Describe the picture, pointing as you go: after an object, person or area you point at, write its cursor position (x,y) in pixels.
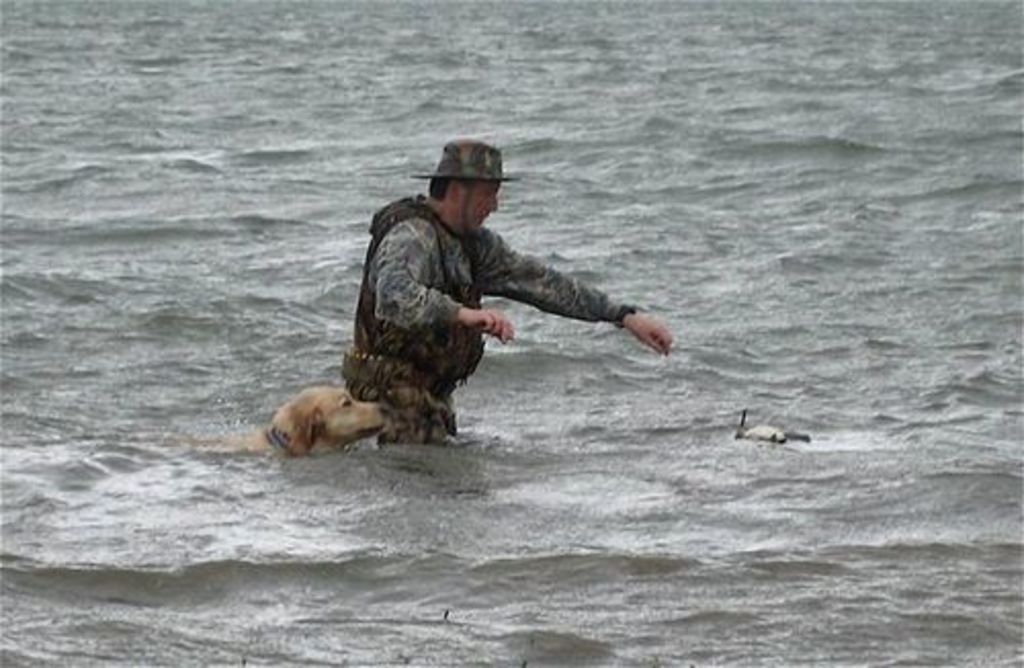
In this image there is a person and a dog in the water (495,534).
